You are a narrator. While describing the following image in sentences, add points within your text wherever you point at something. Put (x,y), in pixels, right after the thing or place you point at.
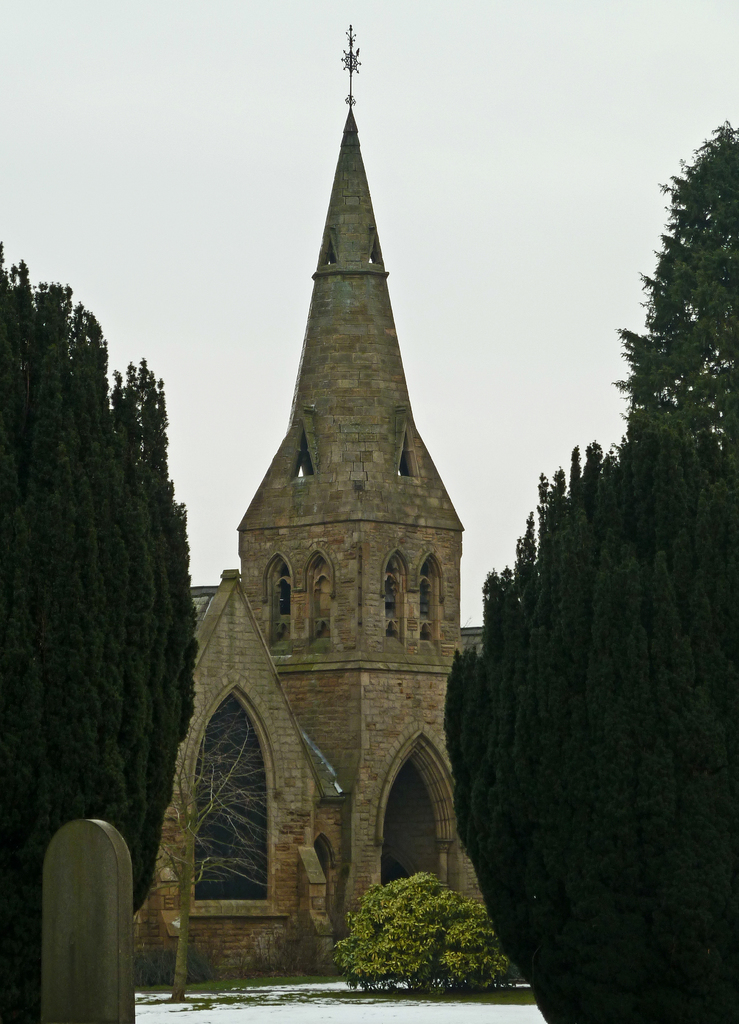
In this image we can see the old architecture building (368,511) with arches (391,767). And we can see the plants (375,902) and trees (180,963). And we can see the sky (364,110) at the top (621,119).
